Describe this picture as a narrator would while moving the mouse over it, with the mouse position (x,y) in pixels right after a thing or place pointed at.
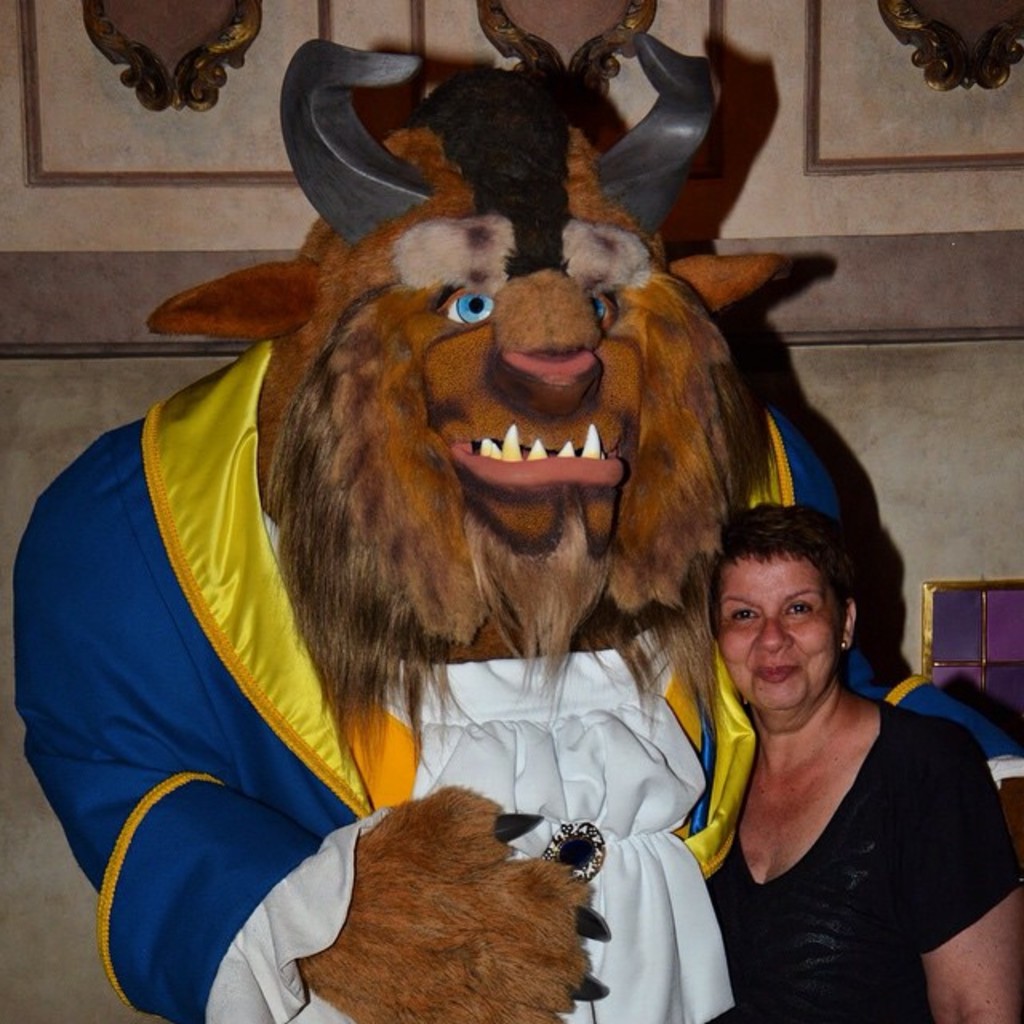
There is a woman (859,780) in black color t-shirt (884,816) smiling and standing near a person (297,717) in costume (683,330). In the background (895,119), there is a wall (47,432).
